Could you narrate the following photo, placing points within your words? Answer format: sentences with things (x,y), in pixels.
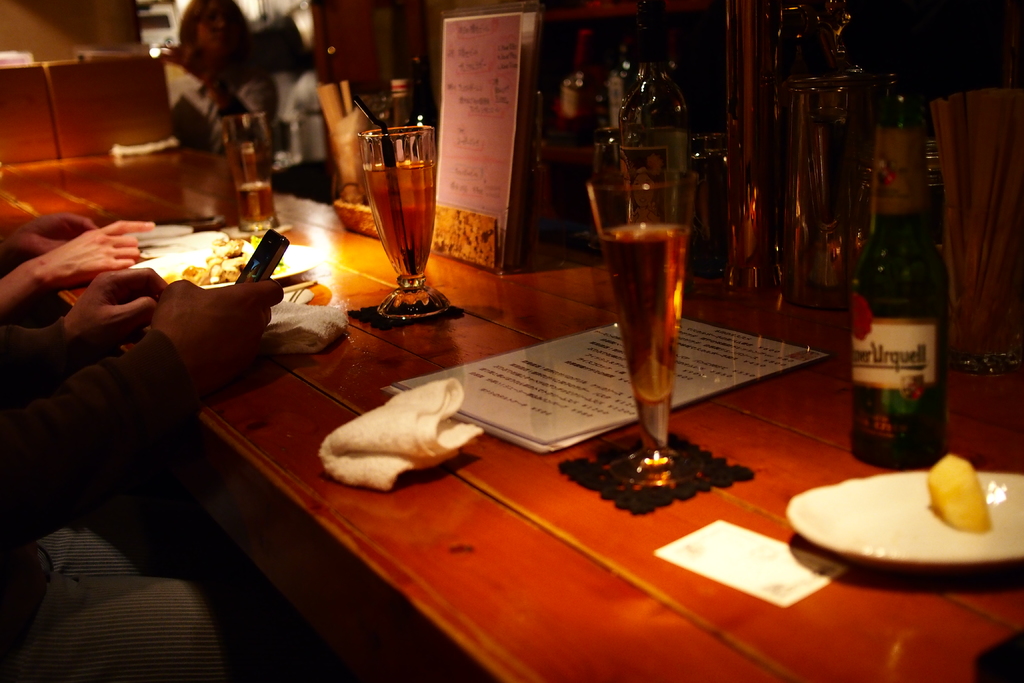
This picture describes about group of people (130,287), in front of them we can see bottle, glasses (657,240), menu card (511,409) and plates (880,542) on the table (494,460).
